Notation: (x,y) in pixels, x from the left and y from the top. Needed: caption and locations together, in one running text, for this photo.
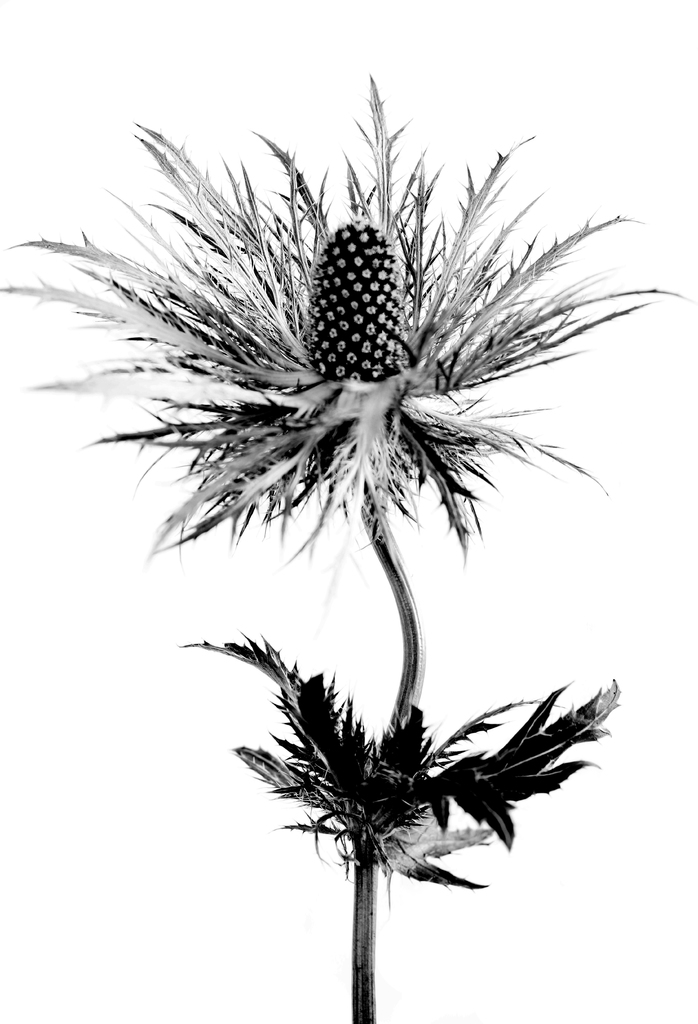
A black and white picture of a flower (460,341). Background (18,69) it is in white color.
